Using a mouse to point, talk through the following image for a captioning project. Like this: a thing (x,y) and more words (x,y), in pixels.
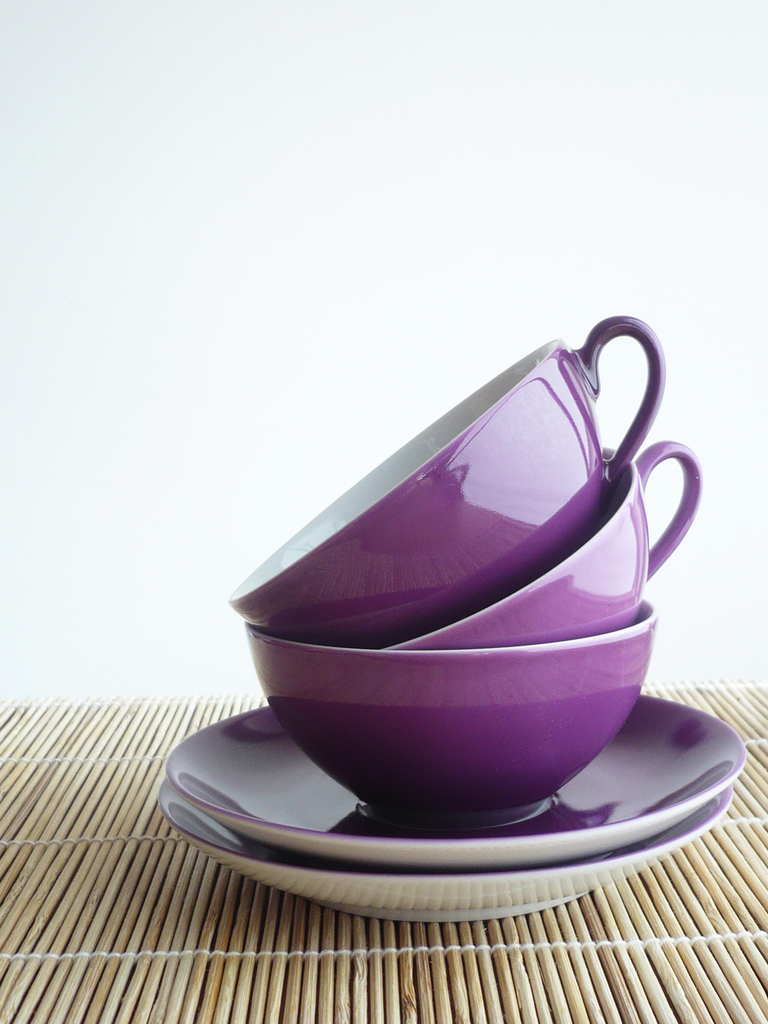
In this image I can see purple cups (588,517) and saucers (294,767). There is a white background (233,323).
